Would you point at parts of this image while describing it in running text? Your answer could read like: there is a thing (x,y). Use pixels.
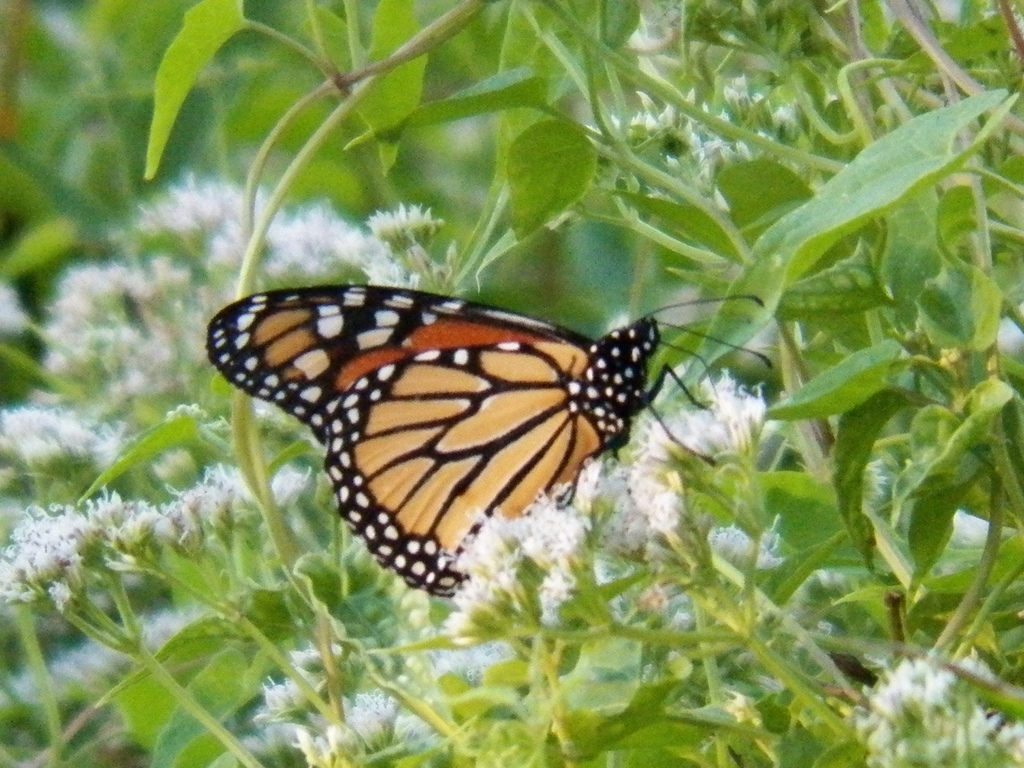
This image consists of a butterfly (596,414) sitting on the flowers (683,612). There are white color flowers (570,533) along with plants (582,628) and trees (16,114).
